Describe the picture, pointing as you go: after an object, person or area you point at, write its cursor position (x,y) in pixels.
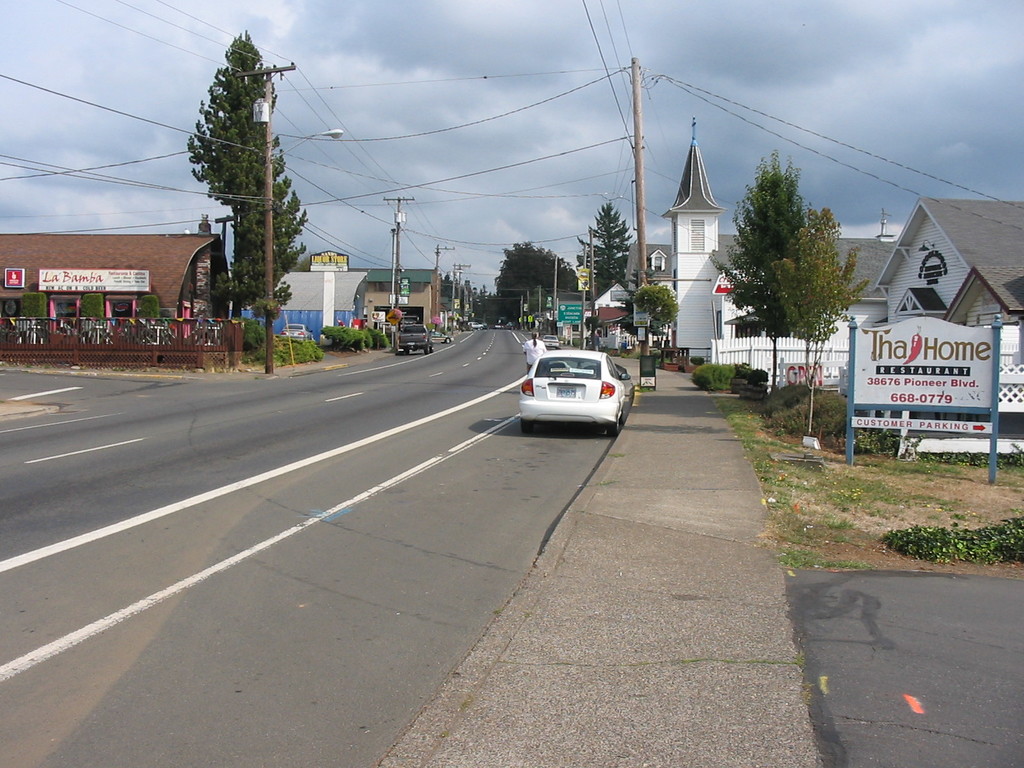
In the foreground of this image (411,589), there is a road (404,650) and in the middle (630,323), there are trees (242,320), few vehicles (610,359) on the road (523,370), side path (705,412), poles (645,226), cables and buildings (943,292). On the right (919,427), there is a board (964,351) on the land (936,504). At the top (860,47), there is the sky (791,52).
